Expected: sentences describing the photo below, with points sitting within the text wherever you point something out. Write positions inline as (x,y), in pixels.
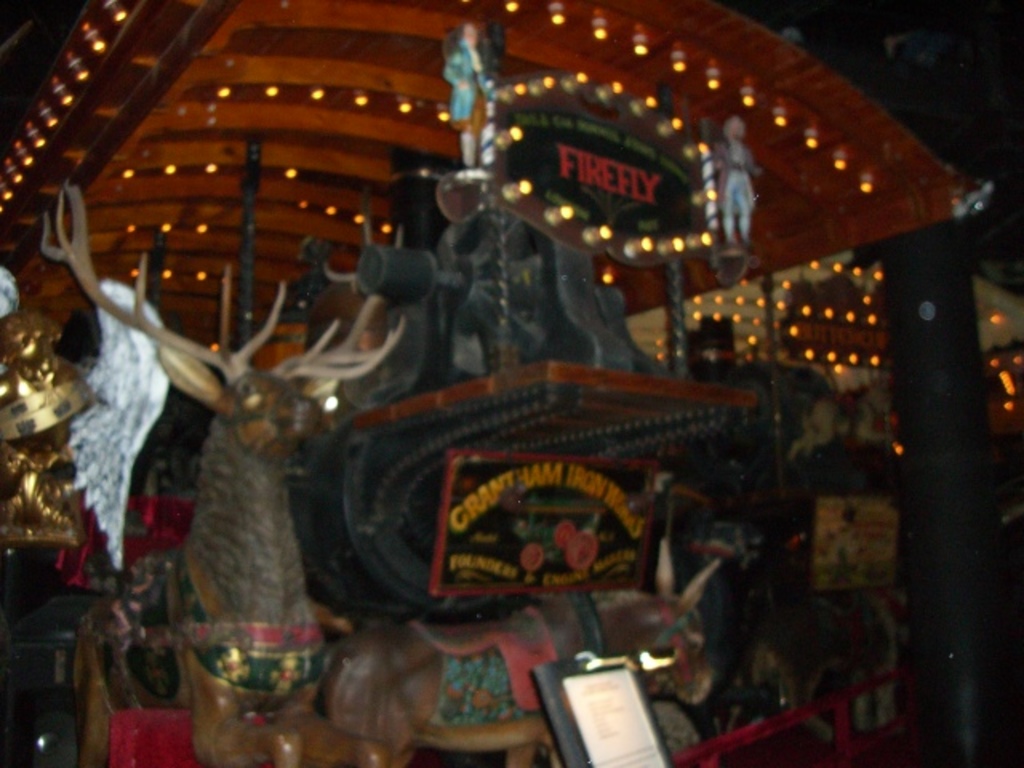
In this image I can see few toy dolls (300,421) on the black color object (476,283). I can see few frames (594,131) on it. Back I can see a brown color shade (379,9) and lights (617,83).
